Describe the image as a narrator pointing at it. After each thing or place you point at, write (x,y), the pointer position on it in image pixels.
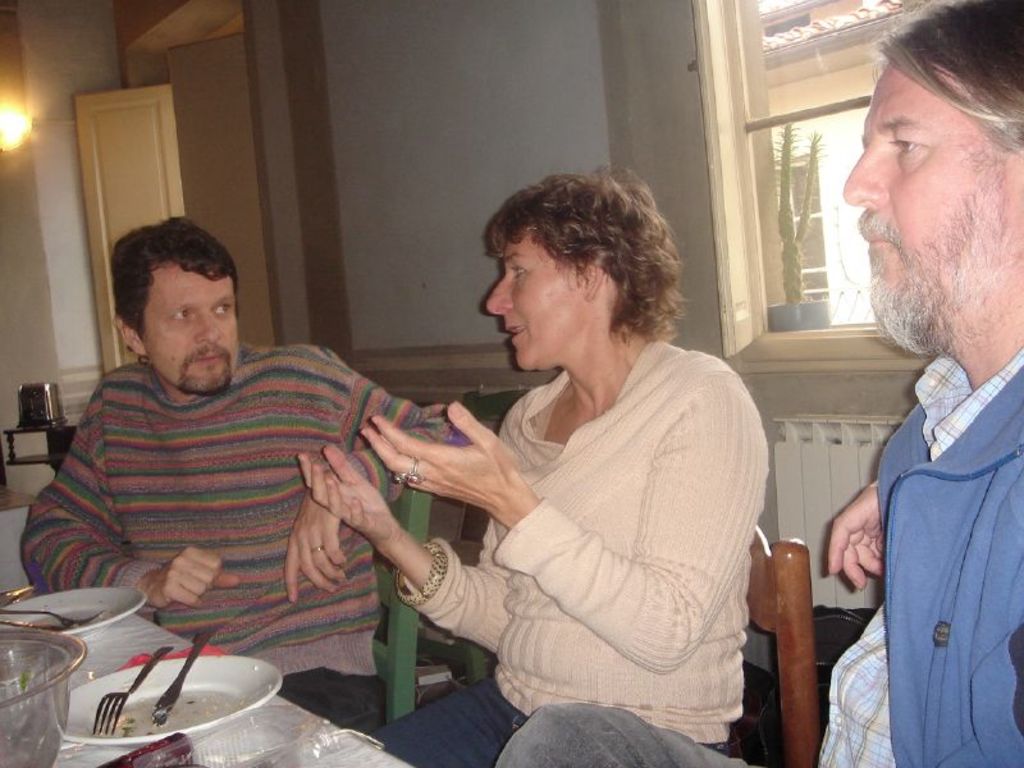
In this image there are two men (923,293) and a woman (594,550) sitting on the chair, the woman (607,601) is talking, there is a table (235,698) towards the bottom of the image (91,642), there is a cloth (106,640) on the table (177,693), there are objects (66,612) on the cloth (125,644), there is a wall (403,206) towards the top of the image (487,112), there is a flower pot (808,322), there is a plant (789,167), there is a window (805,170) towards the top of the image (804,45), there are doors (149,199), there is a light (17,133) towards the left of the image (2,120), there is an object (33,412) towards the left of the image (32,431).
